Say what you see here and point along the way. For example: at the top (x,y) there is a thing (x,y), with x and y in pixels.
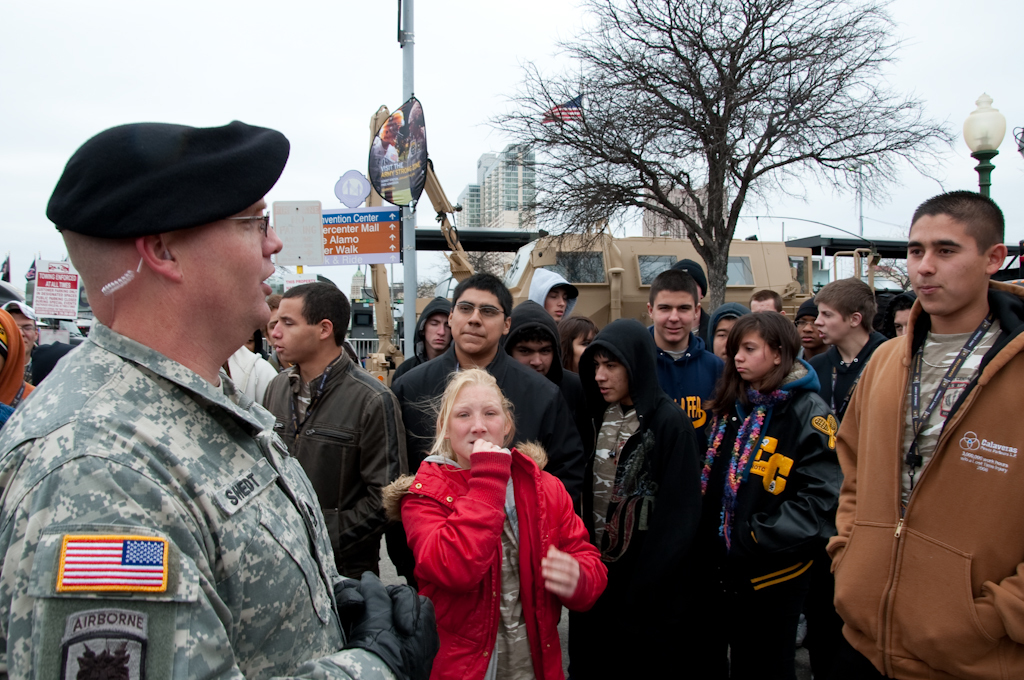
In this image there are few persons (498,449) standing. In the background (365,253) there are trees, hoardings (329,245), boards (393,220) on the poles (411,207), light pole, vehicles (750,273), buildings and sky (929,18).
